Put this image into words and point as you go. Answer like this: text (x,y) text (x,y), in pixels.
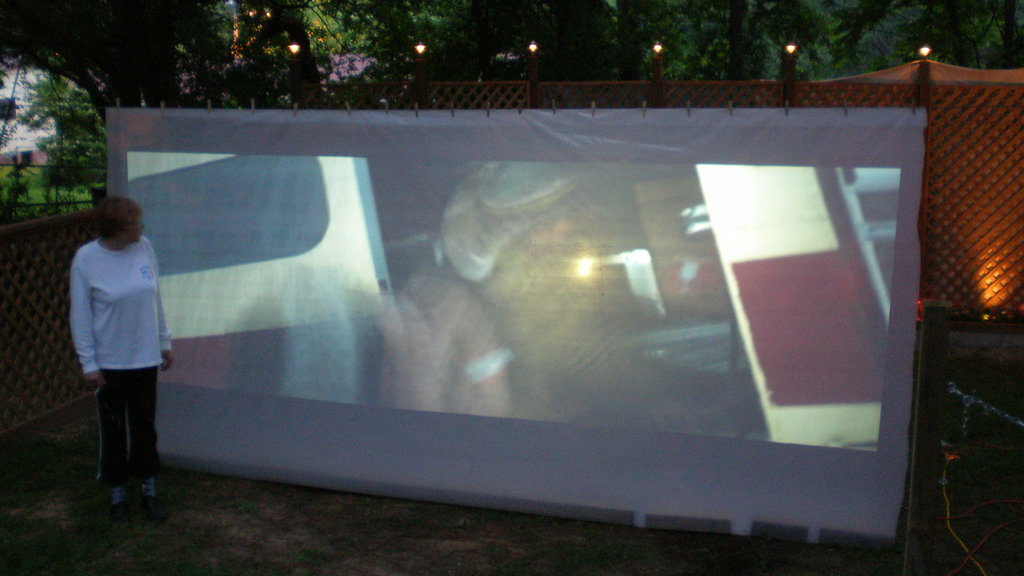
In this picture we can see a woman (114,306) standing on the ground (312,556), screen (405,335), fences (6,256), lights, clothes (942,75) and some objects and in the background (944,23) we can see trees (166,47).
